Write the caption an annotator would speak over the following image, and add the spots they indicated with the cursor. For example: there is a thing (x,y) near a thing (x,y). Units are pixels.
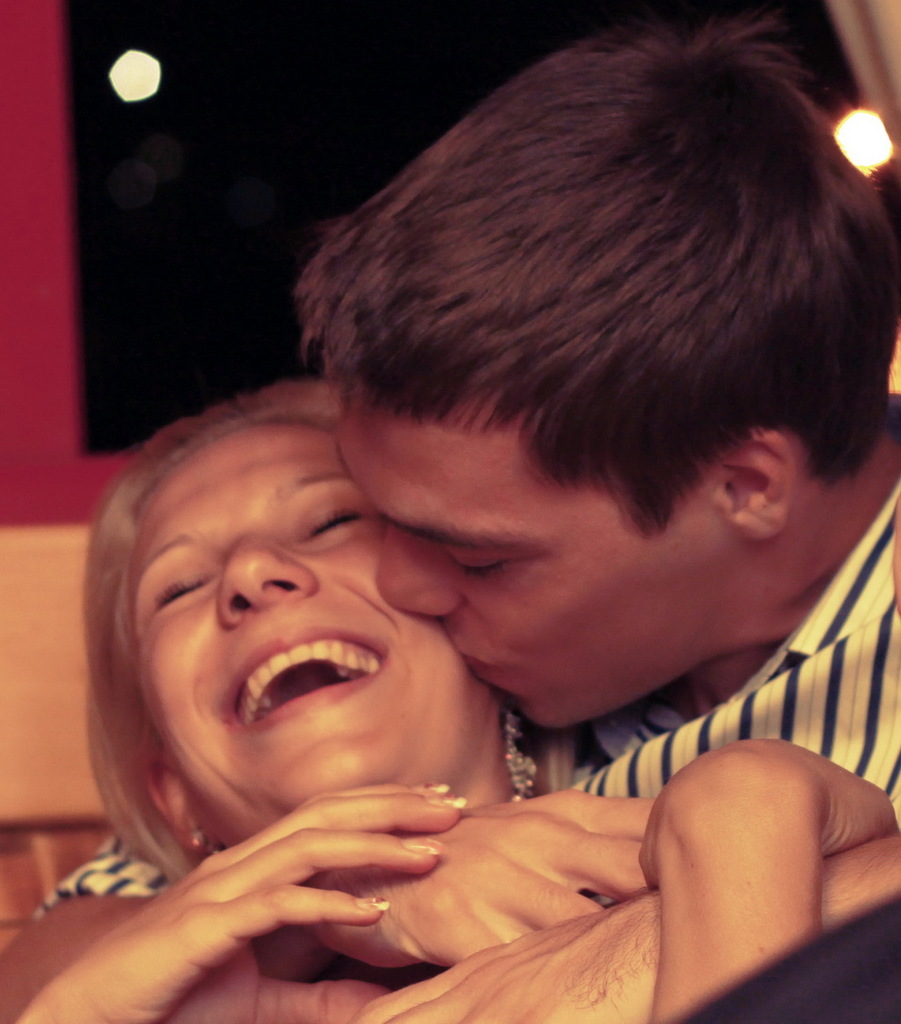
In this picture we can see a man (656,489) kissing a woman (251,464) and she is smiling and in the background (32,298) we can see the lights (847,117), wall (84,482).
